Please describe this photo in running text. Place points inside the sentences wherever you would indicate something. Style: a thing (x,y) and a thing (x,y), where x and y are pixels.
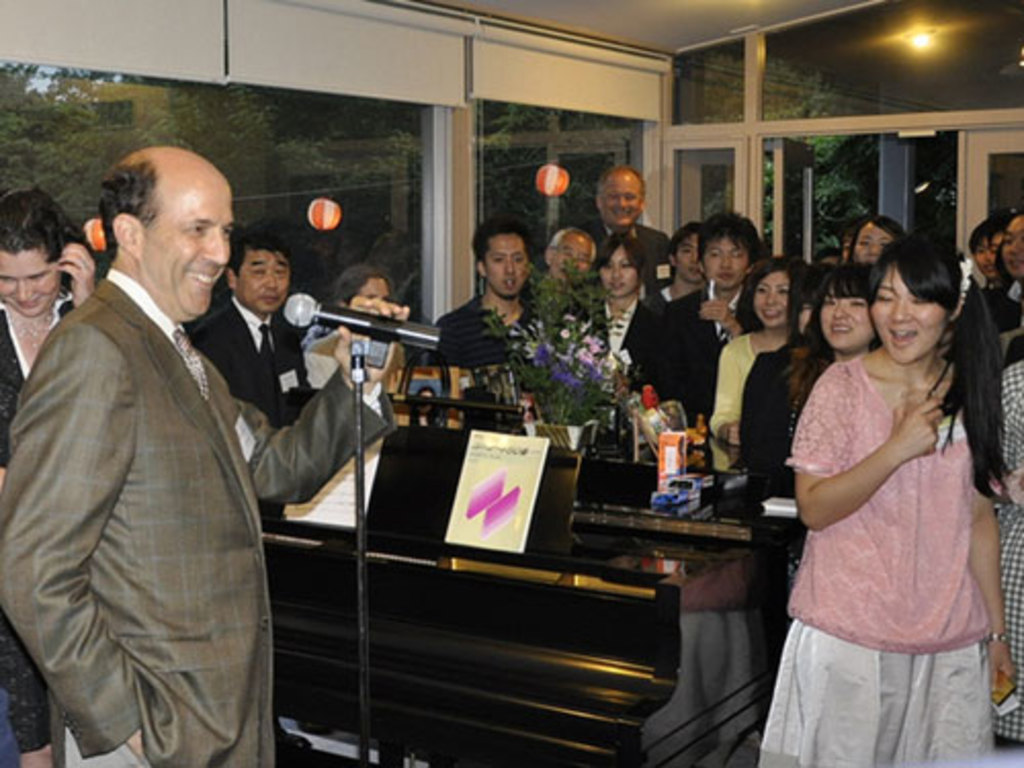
There are groups of people (891,393) standing. This is the mike (378,335), which is attached to the mike stand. I think this is a piano (577,565). I can see the books (483,499) on the music stand (451,448). This looks like a flower vase (580,425) and few other things (676,454) are placed on the table (695,502). These are the glass doors (377,181). I can see the trees (347,178) through the glass doors (321,181). This looks like a door (786,198).
